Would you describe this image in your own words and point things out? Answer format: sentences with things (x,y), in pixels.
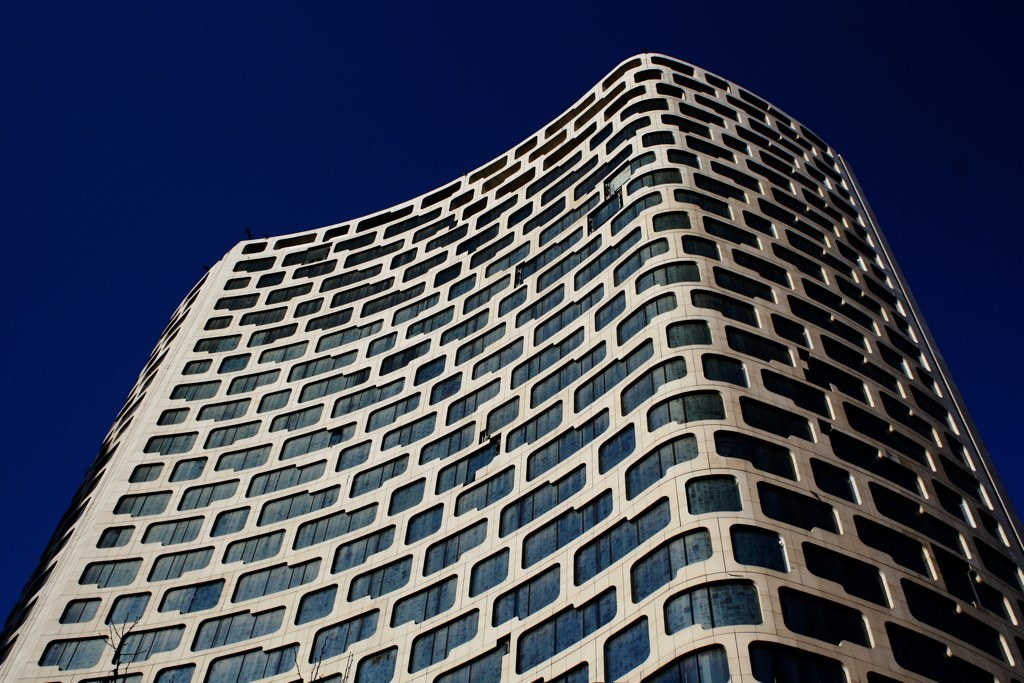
In this image I can see a tower (690,335) and the sky (762,83) visible at the top (791,81).
